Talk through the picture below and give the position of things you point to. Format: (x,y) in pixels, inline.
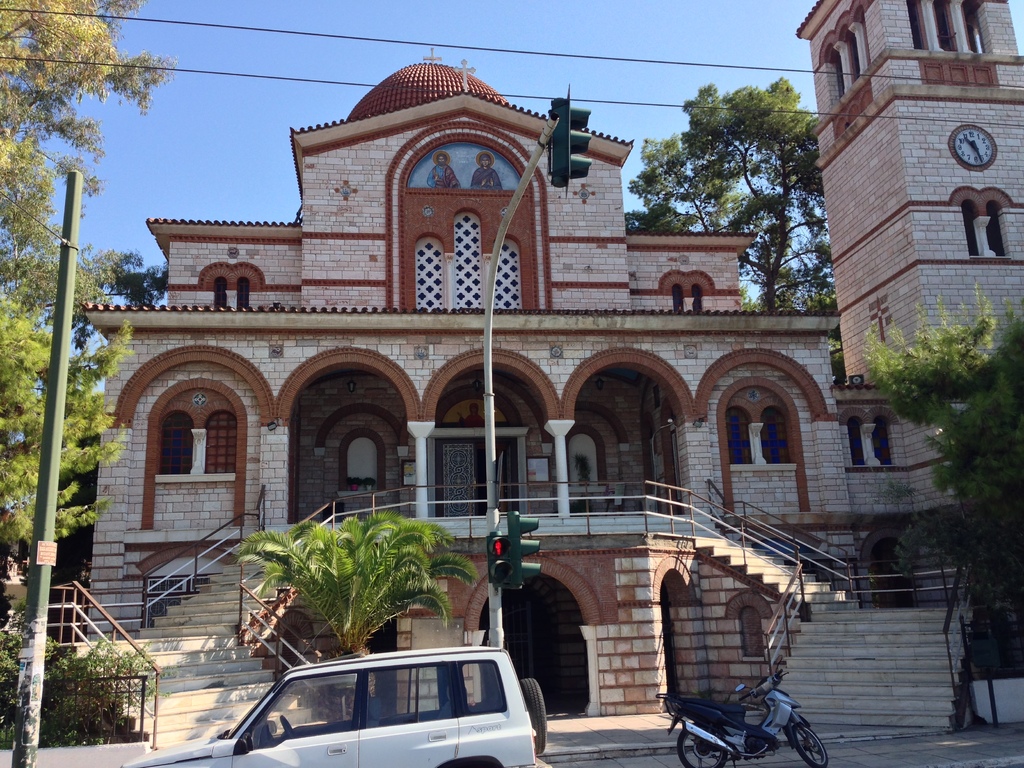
This is an outside view. At the bottom of the image (454,719) I can see a car (413,718) and a bike (697,739) on the road (661,766). Beside the road (841,766), I can see a traffic signal pole (493,499). In the background (477,367) there is a building (274,351) and trees (35,373). On the right side (956,183), I can see a clock tower (913,147). At the top (588,38) I can see the sky (414,28) along with the wires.
